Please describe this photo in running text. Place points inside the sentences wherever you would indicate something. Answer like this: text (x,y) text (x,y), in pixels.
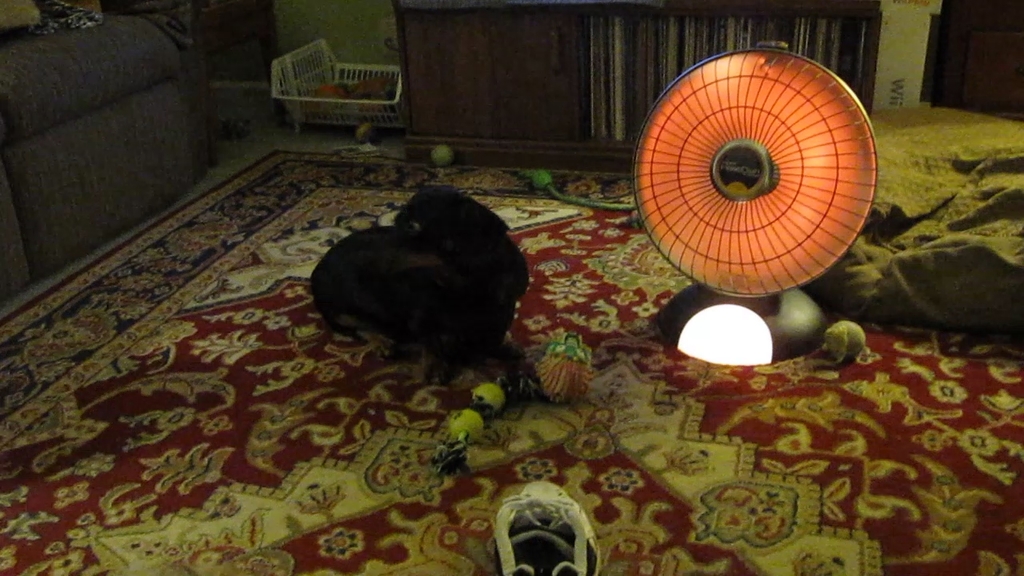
As we can see in the image there is a mat (218,321), sofa (19,71), tray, cupboards (490,43), heater (737,265) and clothes (954,213).
